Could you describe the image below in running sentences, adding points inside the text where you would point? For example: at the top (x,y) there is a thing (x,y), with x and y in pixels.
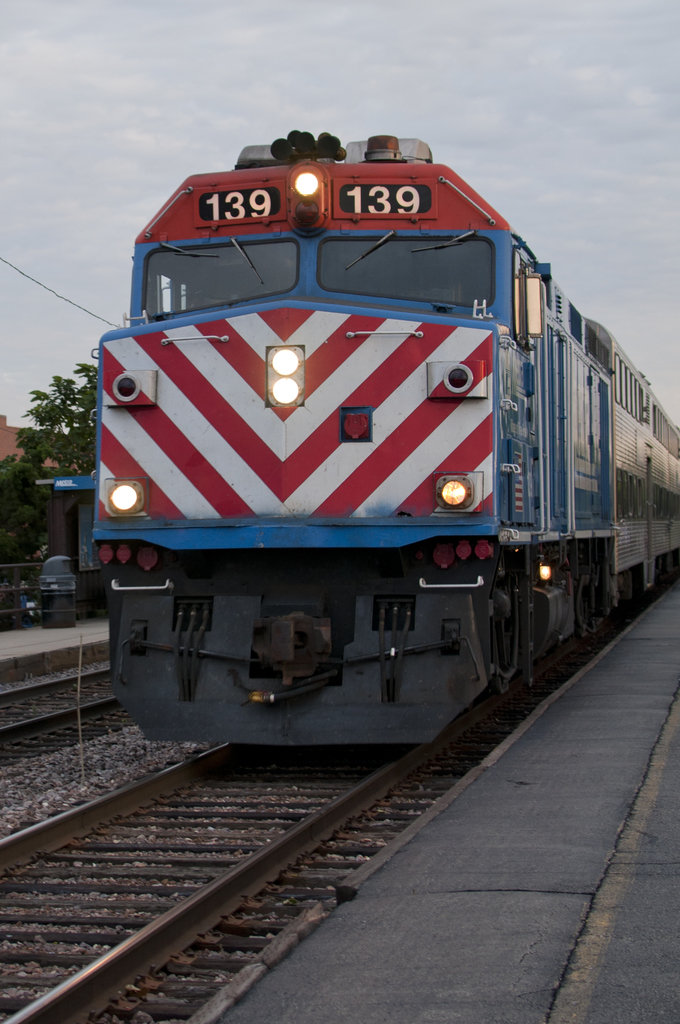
In the center of the image (444,400) there is a train (444,400). There is a railway track (182,770). At the top of the image (467,44) there is sky (244,117). There are trees (2,469).
